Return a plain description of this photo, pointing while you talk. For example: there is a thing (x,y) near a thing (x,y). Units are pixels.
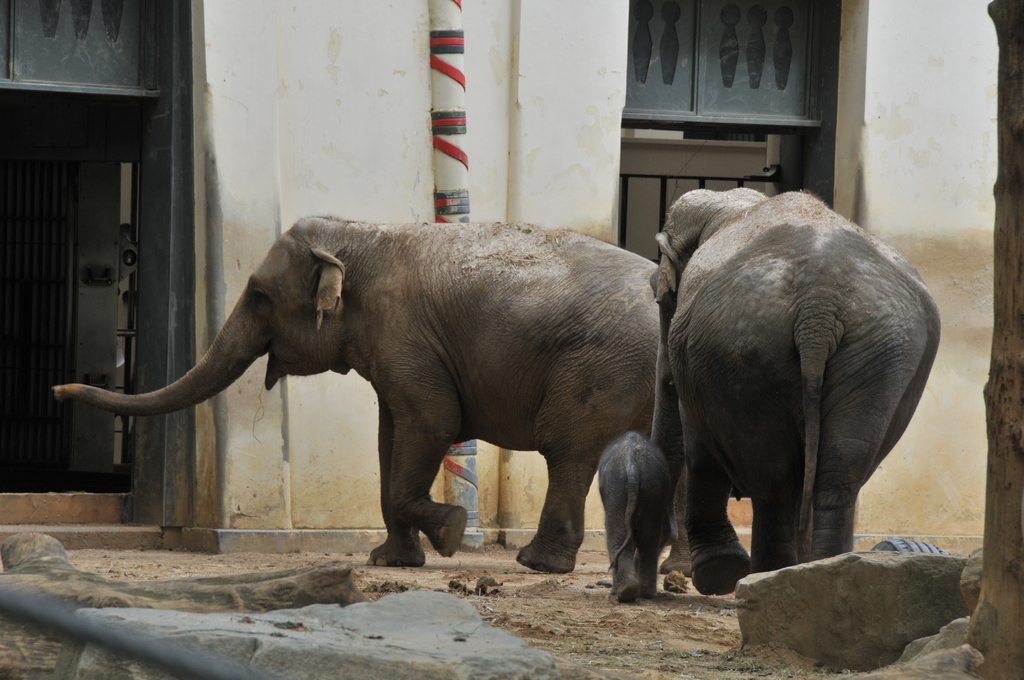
In this picture I can see there are two elephants (607,433) and there is a baby elephant (628,498) here and in the backdrop (314,142) I can see there is a building (261,234) and there is a door (86,334) here.
